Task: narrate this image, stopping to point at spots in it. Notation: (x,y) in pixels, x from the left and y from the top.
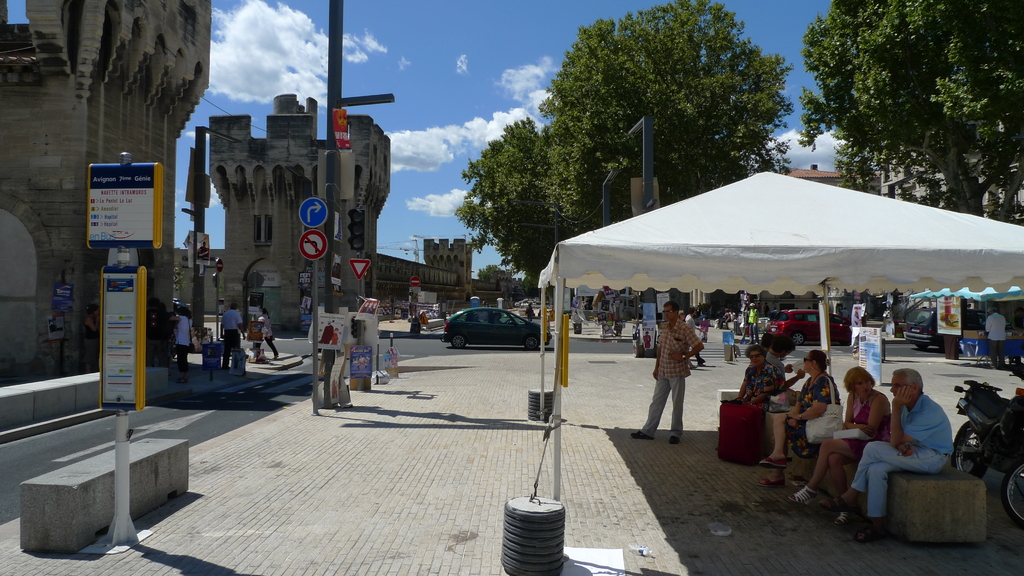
In this image on the right side (901,255) there is a tent (694,275) and under the tent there are some people (898,450) sitting on a wall like thing (915,479), and there is a bike (1001,414) and on the left side of the image (129,266) there are some towers (254,256), poles (329,265), sign boards (317,251), walkway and some people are standing and some of them are walking and objects (45,532). At the bottom (381,389) there is a walkway (579,514) and objects (535,417) in the center (537,384), and there are some papers (368,303). In the background (509,305) there are some trees (536,197), vehicles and some people (997,320) buildings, and at the top (418,71) there is sky (445,20).
